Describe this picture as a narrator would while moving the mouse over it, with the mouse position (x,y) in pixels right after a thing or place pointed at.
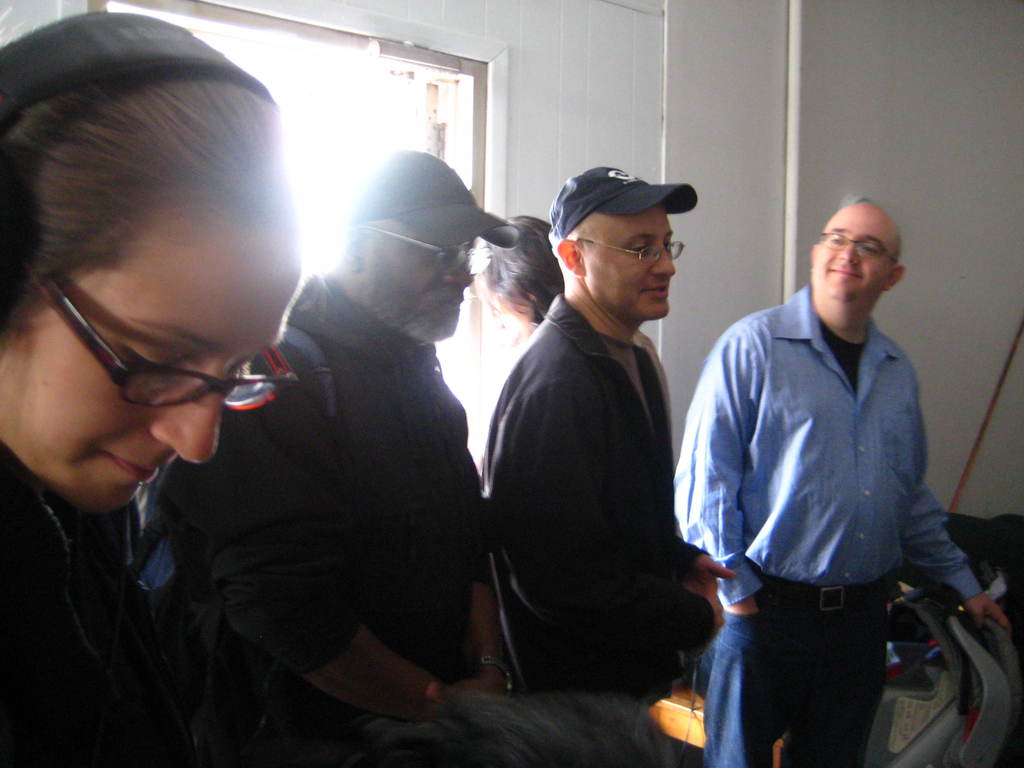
In this image, I can see a group of people (359,436) standing. On the right side of the image (962,666), I can see few objects (994,654). In the background (426,88), It looks like a window (410,136) and the walls (756,174).
